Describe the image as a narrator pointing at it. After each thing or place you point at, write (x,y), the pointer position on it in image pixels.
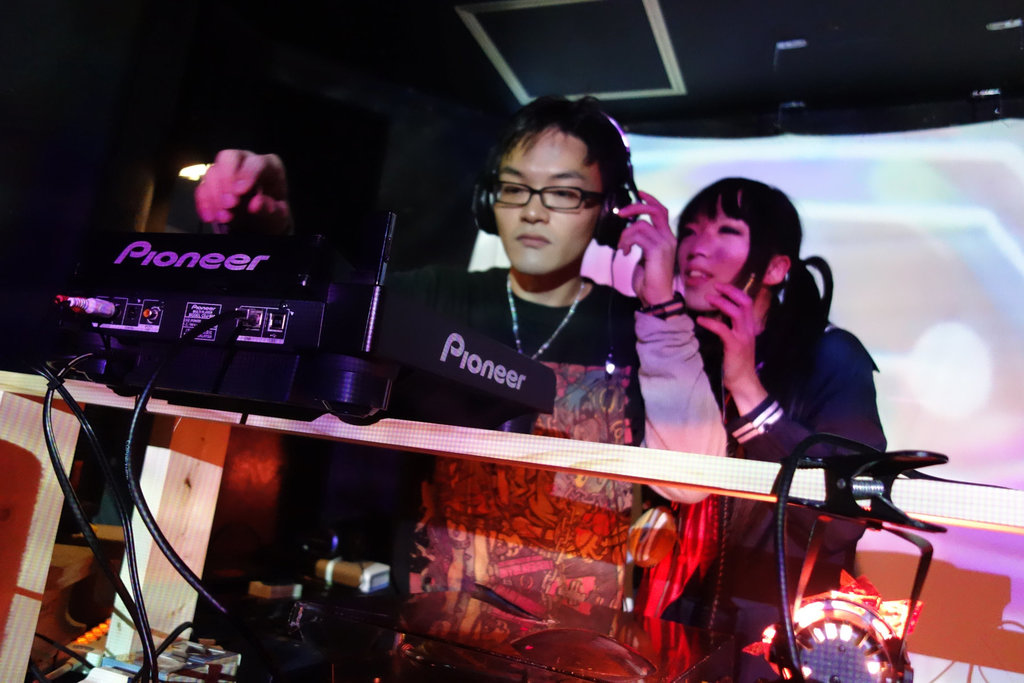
In this image there is a person (568,172) wearing headphones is DJ mixing, behind the person (563,295) there is a girl (717,295) standing.
